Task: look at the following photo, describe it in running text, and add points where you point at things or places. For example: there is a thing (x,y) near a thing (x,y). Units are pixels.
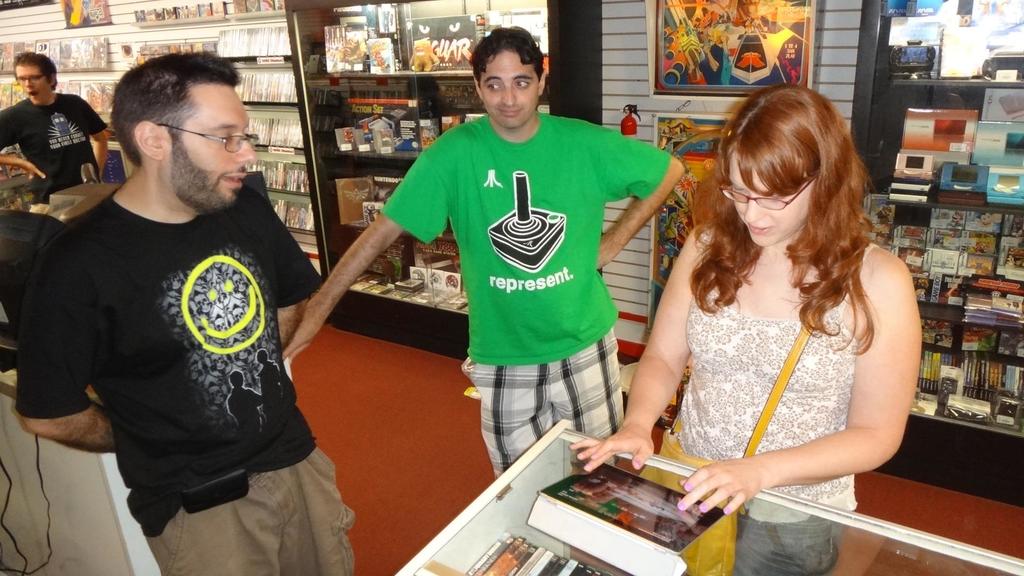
There are three people (503,269) standing. Some are wearing specs (800,194). And a lady (807,237) on the right (803,298) is wearing a bag (674,449). In front of her there is a table (712,533). On the table (564,548) there is a tab (619,518) and inside that there are many items (601,572). In the back (44,74) there is a person (55,68). Also there are cupboards (402,32). Inside the cupboard (313,34) there are many items (973,179). On the wall (620,103) there is a photo frame (661,66) and a fire extinguisher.
